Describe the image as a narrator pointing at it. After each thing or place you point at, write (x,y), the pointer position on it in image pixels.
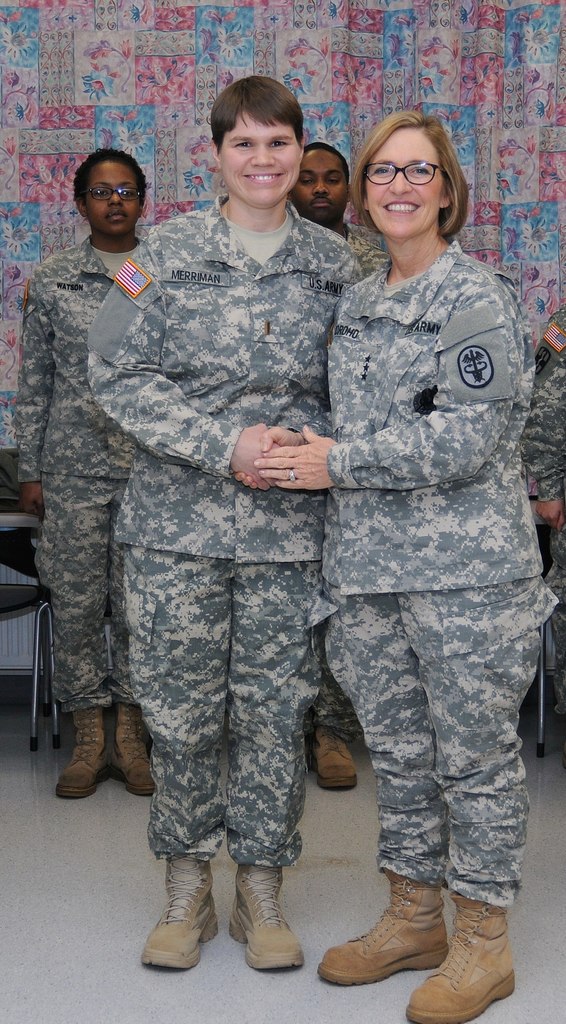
There are two people (290,437) standing and smiling. This looks like a curtain (394,44) hanging. I can see a chair (26,589). In the background (46,486), I can see few people (328,194) standing.
